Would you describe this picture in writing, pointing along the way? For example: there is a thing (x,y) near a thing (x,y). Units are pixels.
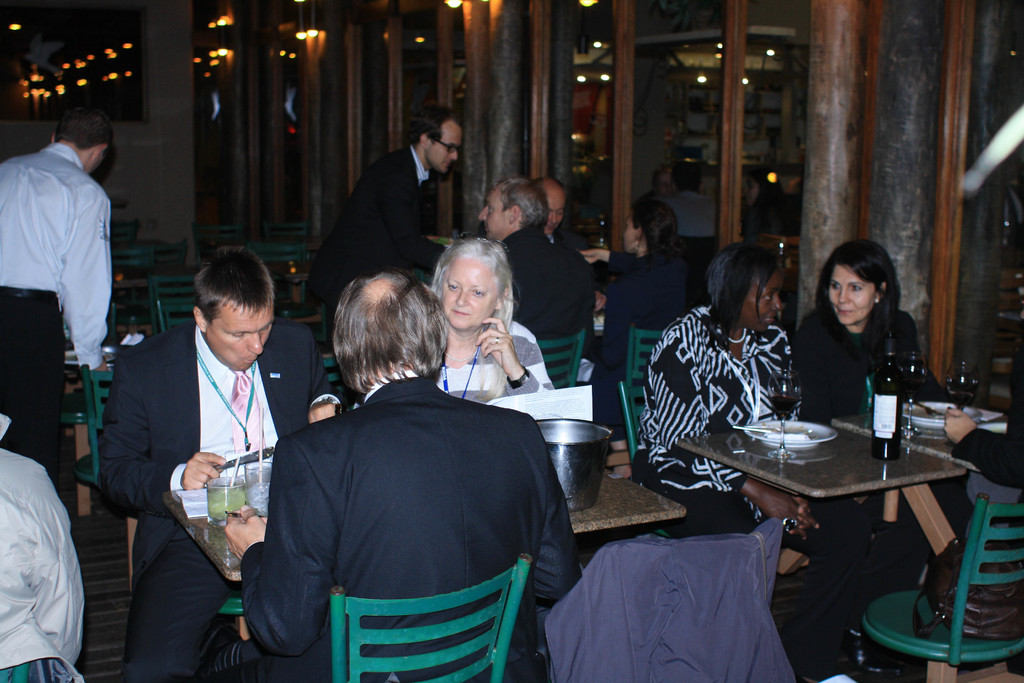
In this image I can see few people (418,391) are sitting on the green color chair (529,556). We can see glass (774,379), plates (813,435), spoons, wine bottles (881,374), bucket (586,451) and some objects (587,417) on the table (850,468). Back Side I can see a glass windows (668,64) and lights (309,28).
